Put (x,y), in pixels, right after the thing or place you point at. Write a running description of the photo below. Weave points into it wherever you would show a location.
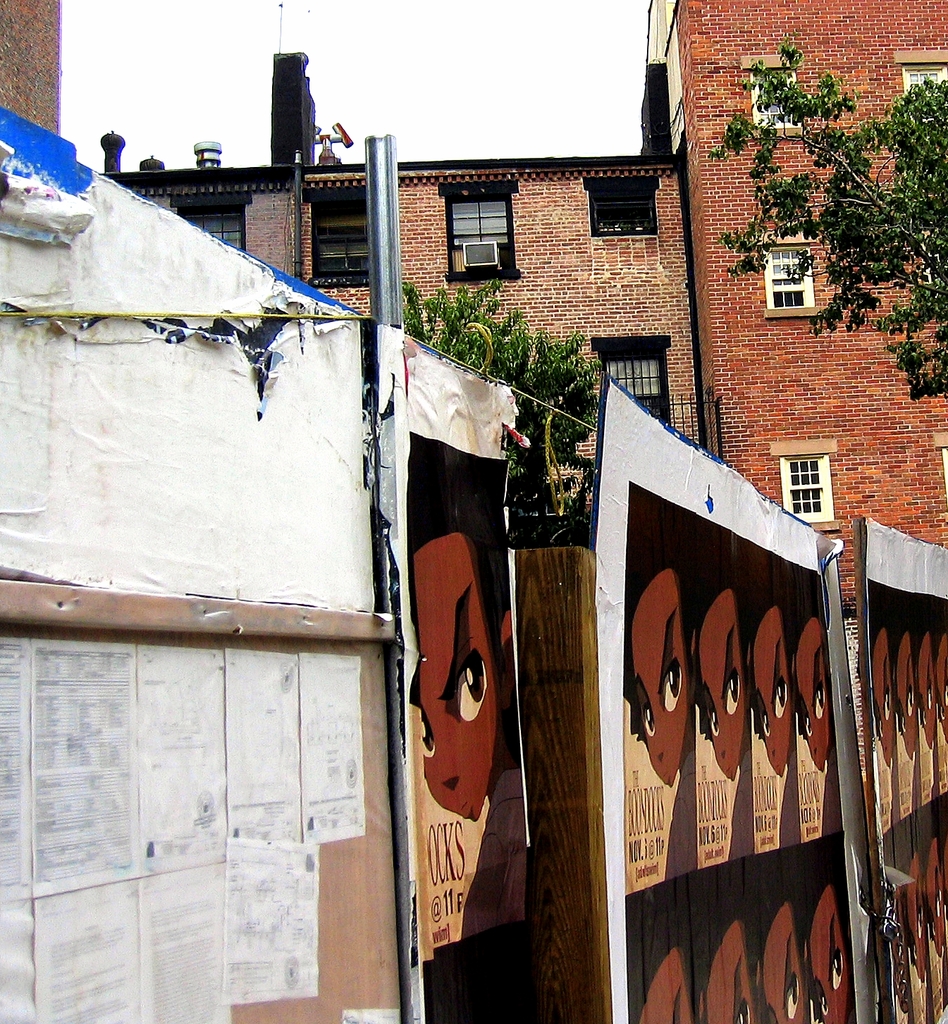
In the picture I can see a fence (557,779) which has few papers (259,732) and posters (644,716) attached on it and there is a building (578,212) and trees (767,204) in the background (642,210).
